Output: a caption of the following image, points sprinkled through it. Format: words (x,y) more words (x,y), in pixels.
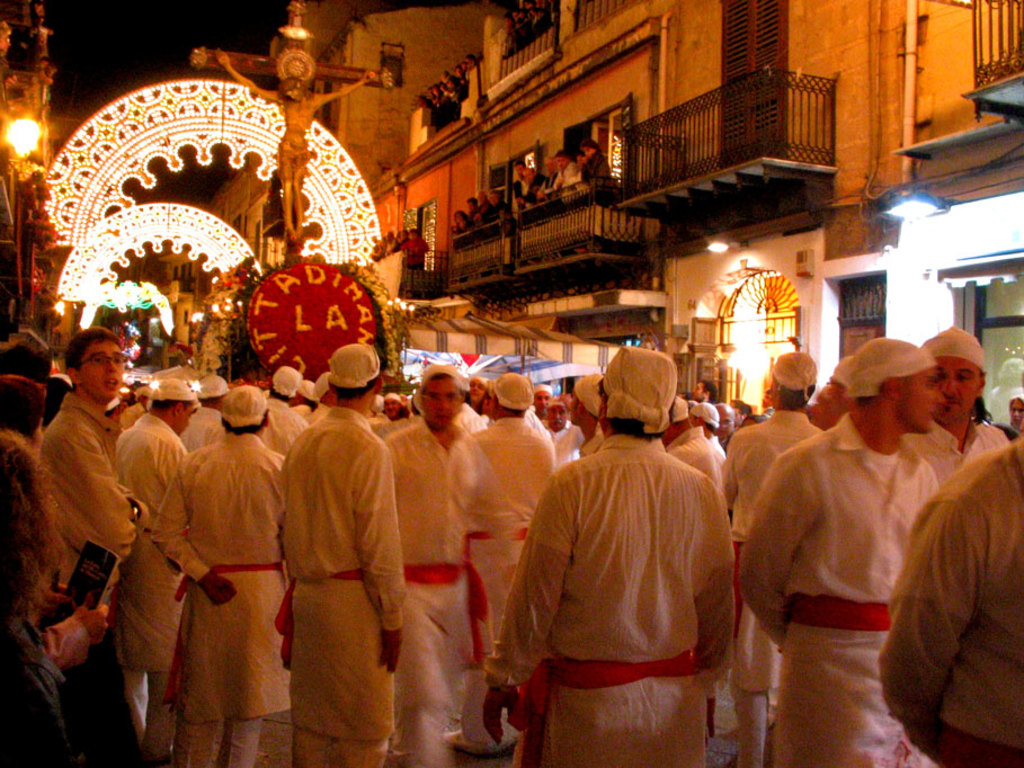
In this image I can see group of people (871,344) standing and wearing different dress (807,456). In front I can see Jesus statue (299,179), flowers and red color board (350,281). Back I can see buildings (567,103), balcony (708,158) and lights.
